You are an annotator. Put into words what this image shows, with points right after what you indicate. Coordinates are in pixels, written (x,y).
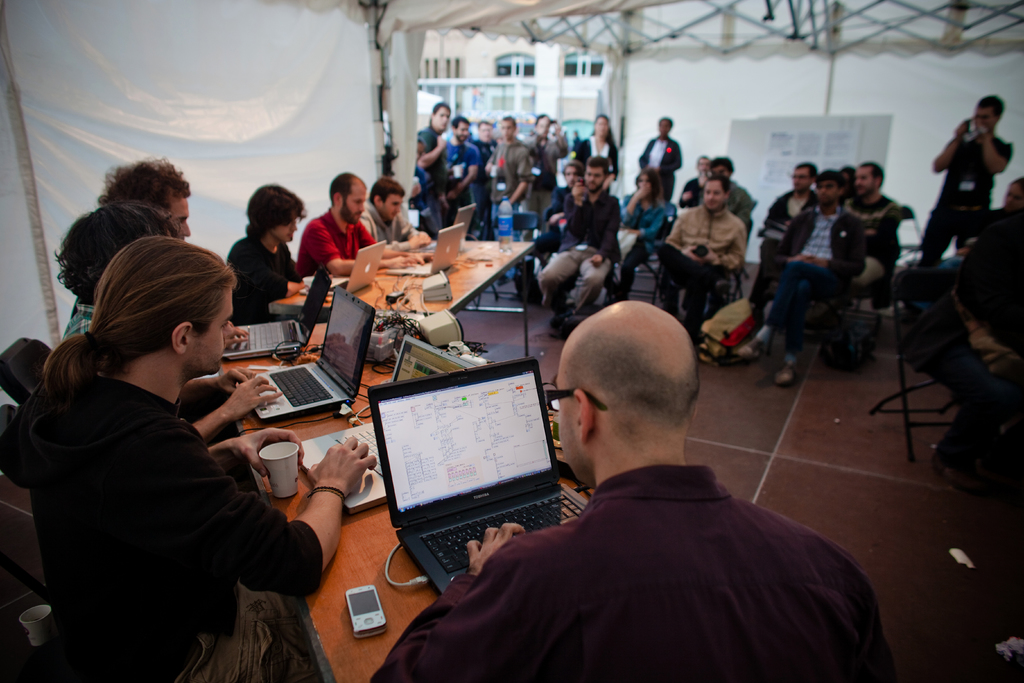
In this picture we can see group of people (227,411), few are sitting on the chairs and few are standing, in front of them we can see laptops (400,405), mobile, cables (382,333) and other things (444,292) on the tables (472,293), in the background (836,130) we can see a notice board (783,173), few metal rods (841,16) and a building (503,81).
